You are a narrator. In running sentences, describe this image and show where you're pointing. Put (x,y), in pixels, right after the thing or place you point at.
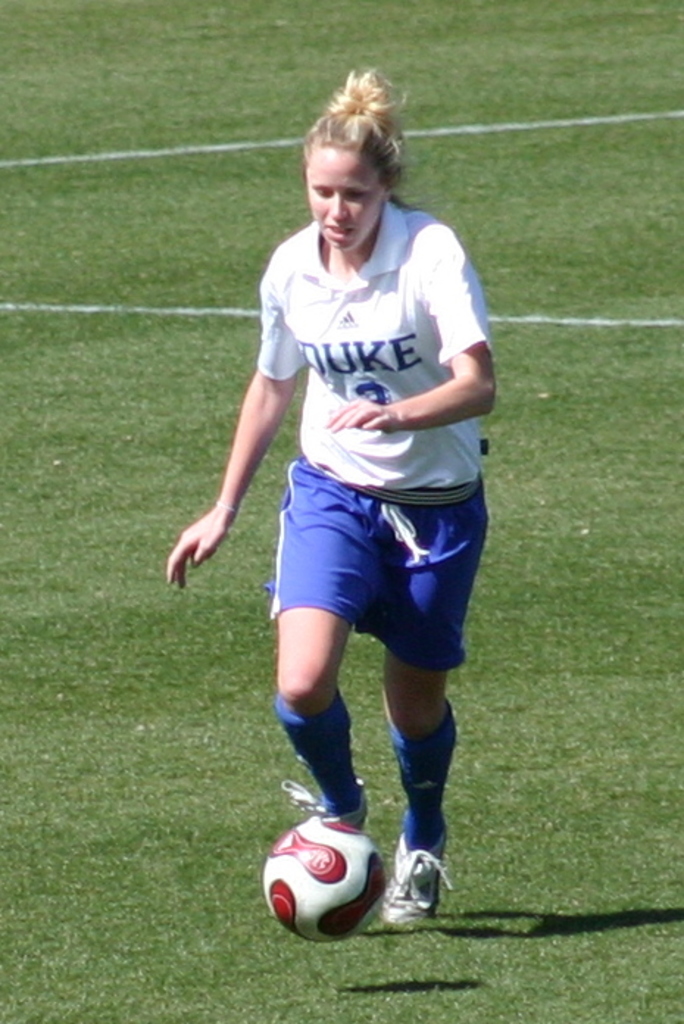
In this image there is a woman (432,547) playing football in a ground (247,630).
